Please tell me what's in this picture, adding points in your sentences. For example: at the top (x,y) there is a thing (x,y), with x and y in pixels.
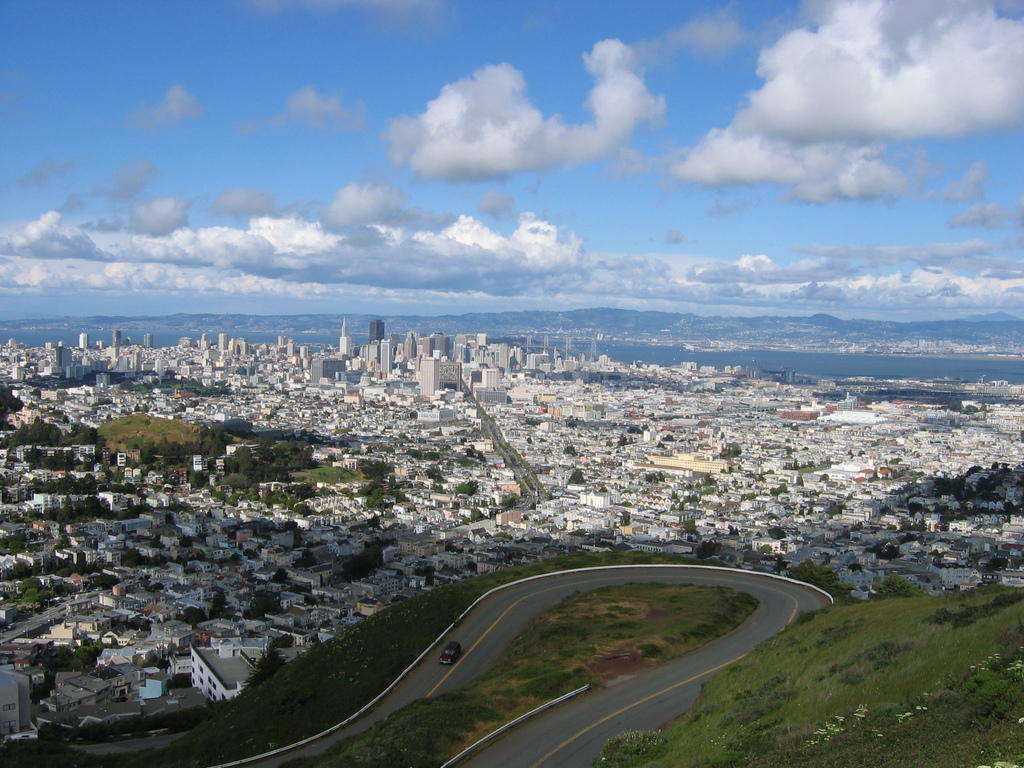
This picture is clicked outside the city. In the center (365,386) we can see a vehicle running on the road (527,762) and we can see the green grass (549,689) and there are many number of buildings (232,644) and skyscrapers (432,340). In the background (678,195) we can see the sky (288,218) which is full of clouds (969,27) and we can see the buildings (511,356).
